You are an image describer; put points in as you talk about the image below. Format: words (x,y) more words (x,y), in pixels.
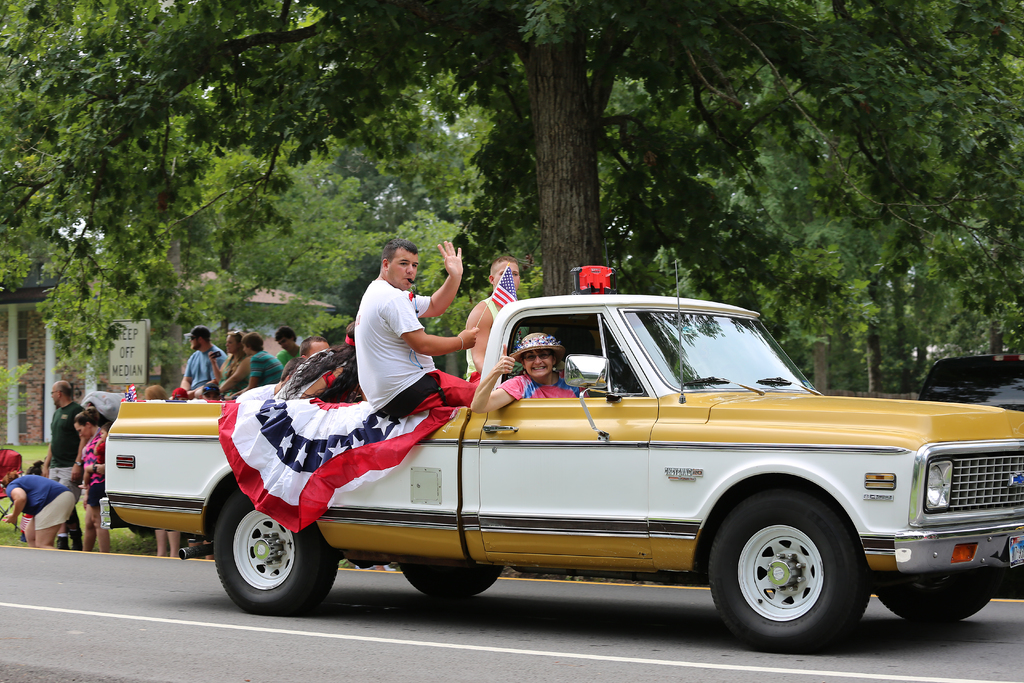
In this picture I can see vehicles (344,499), road (284,619), trees (554,69), building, board (121,351), people (298,395) and objects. Among them one person (409,355) is holding a flag (506,277).
